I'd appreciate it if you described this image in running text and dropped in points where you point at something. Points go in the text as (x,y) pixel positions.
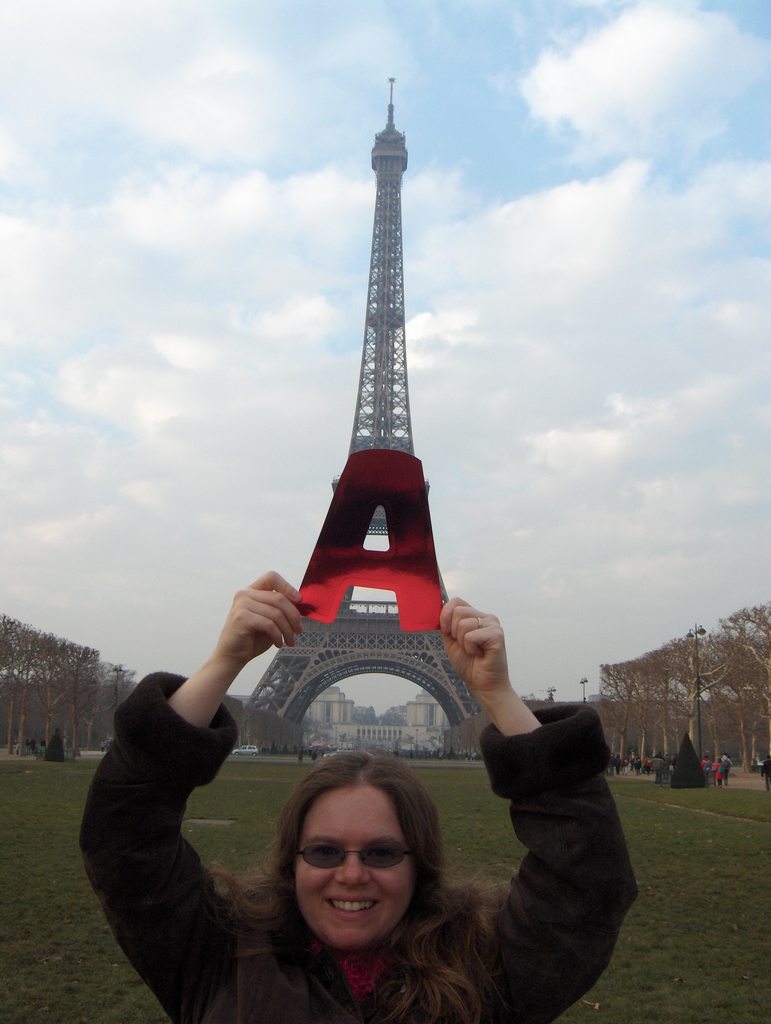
In this image we can see a woman (391,957) holding an object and in the background (371,726), we can see the Eiffel tower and some buildings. We can see a few people (713,778) and there are some trees (639,736) and at the top (623,319) we can see the sky (506,316) with clouds (592,326).
